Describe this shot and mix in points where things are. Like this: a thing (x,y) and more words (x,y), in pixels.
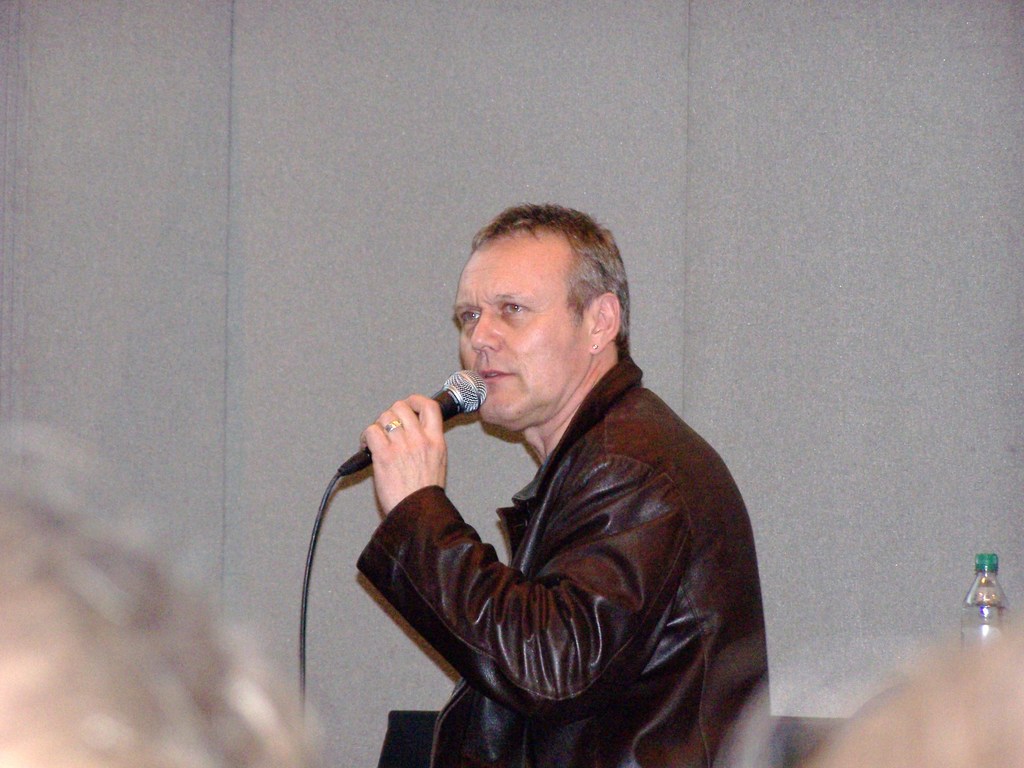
In the image we can see there is a man (571,494) who is wearing a jacket (515,515) and holding a mike (473,385) in his hand (375,455).
